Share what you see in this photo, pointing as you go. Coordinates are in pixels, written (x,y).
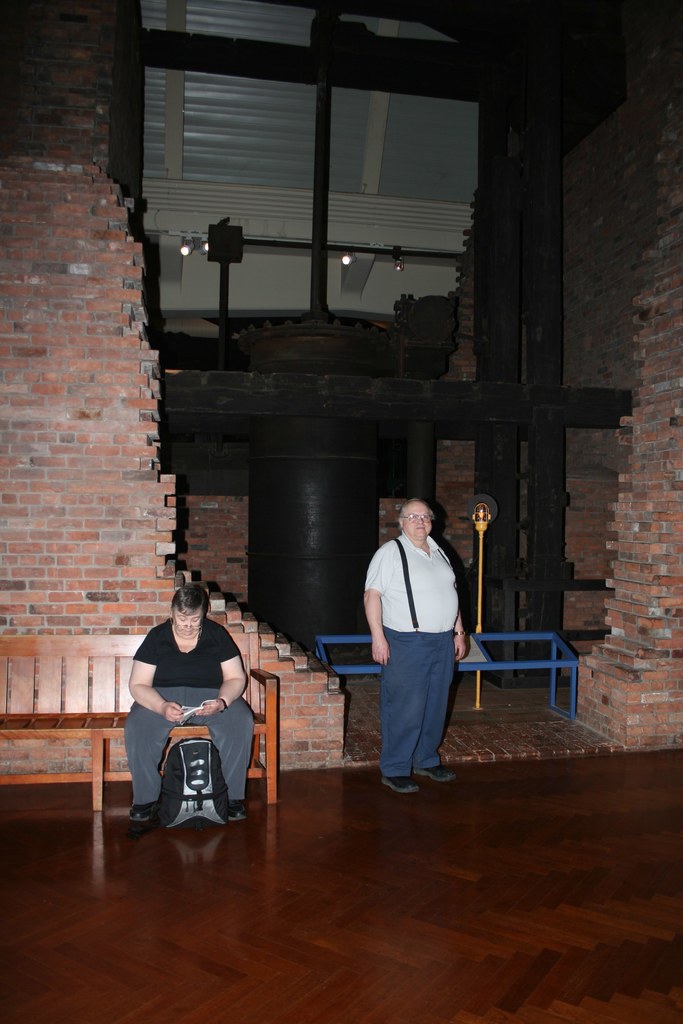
In this image we can see a woman (177,723) sitting on a bench (185,733) holding a book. We can also see a bag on the floor (244,894), a man (462,651) standing, the walls (300,718), a metal stand (574,715), a lamp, a machine (326,548), some metal rods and a roof (259,195) with some ceiling lights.
